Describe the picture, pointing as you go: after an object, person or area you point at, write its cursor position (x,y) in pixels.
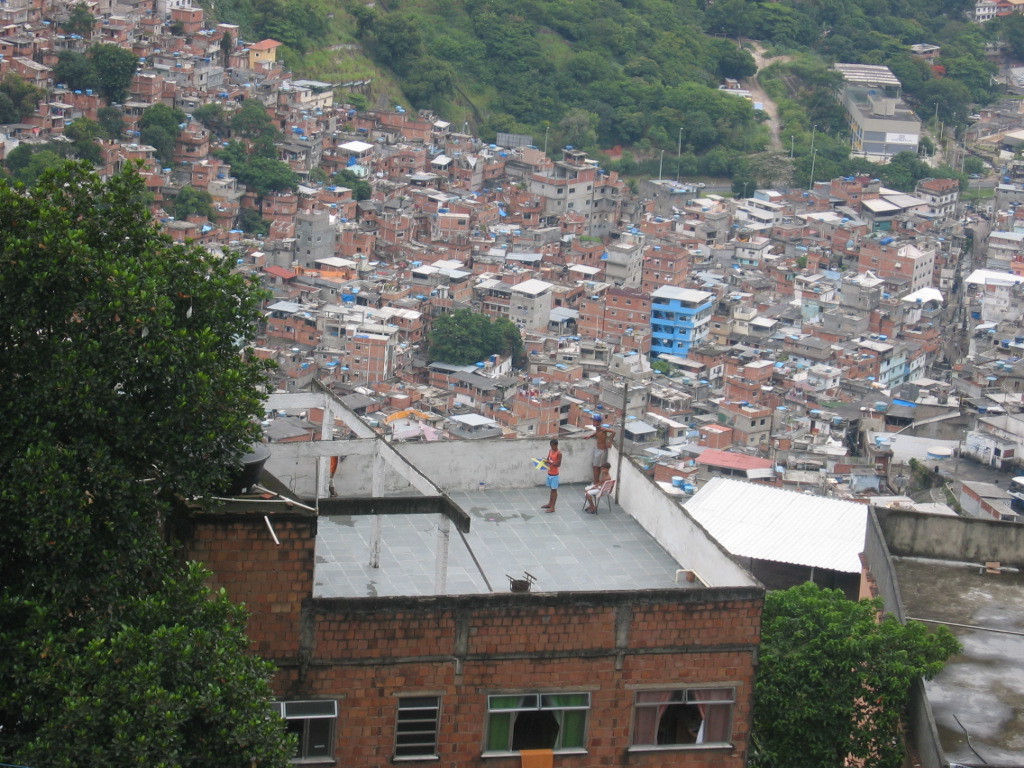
In this picture we can observe number of houses (462,273). There are three persons (599,431) on this building (561,516). We can observe trees (369,27) in the background (602,73).
